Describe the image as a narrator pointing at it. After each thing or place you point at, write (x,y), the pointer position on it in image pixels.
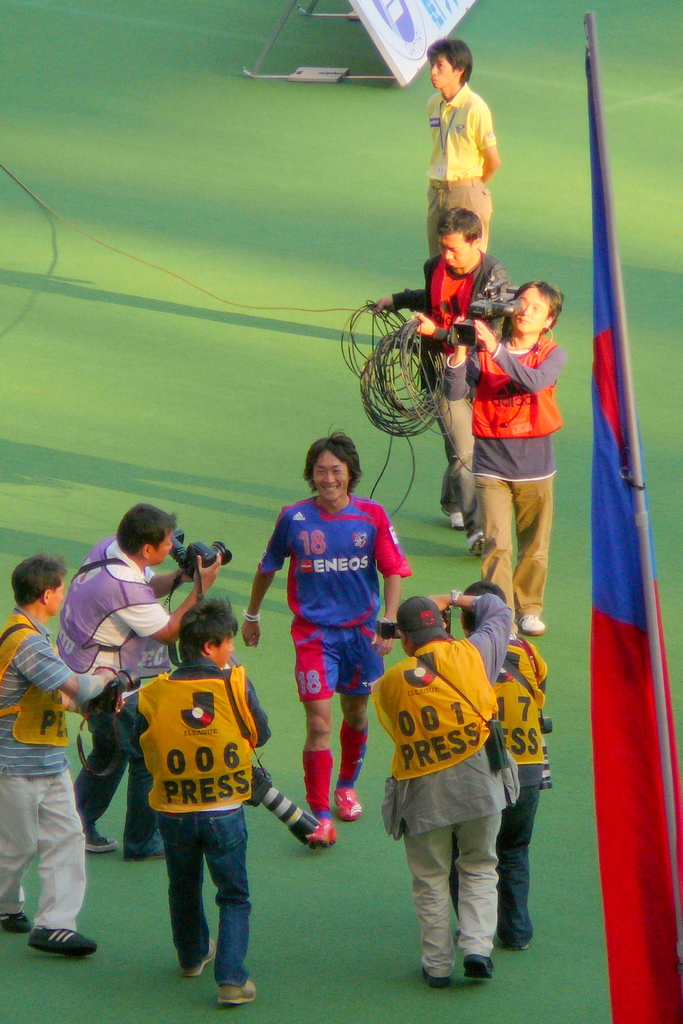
There are people (28,708), this man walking and smiling and these people (544,624) holding cameras (261,772). We can see cables (416,425) and flag (637,788). In the background (394,47) we can see hoarding (405,45) with stand (257,64) on the green surface (278,185).
